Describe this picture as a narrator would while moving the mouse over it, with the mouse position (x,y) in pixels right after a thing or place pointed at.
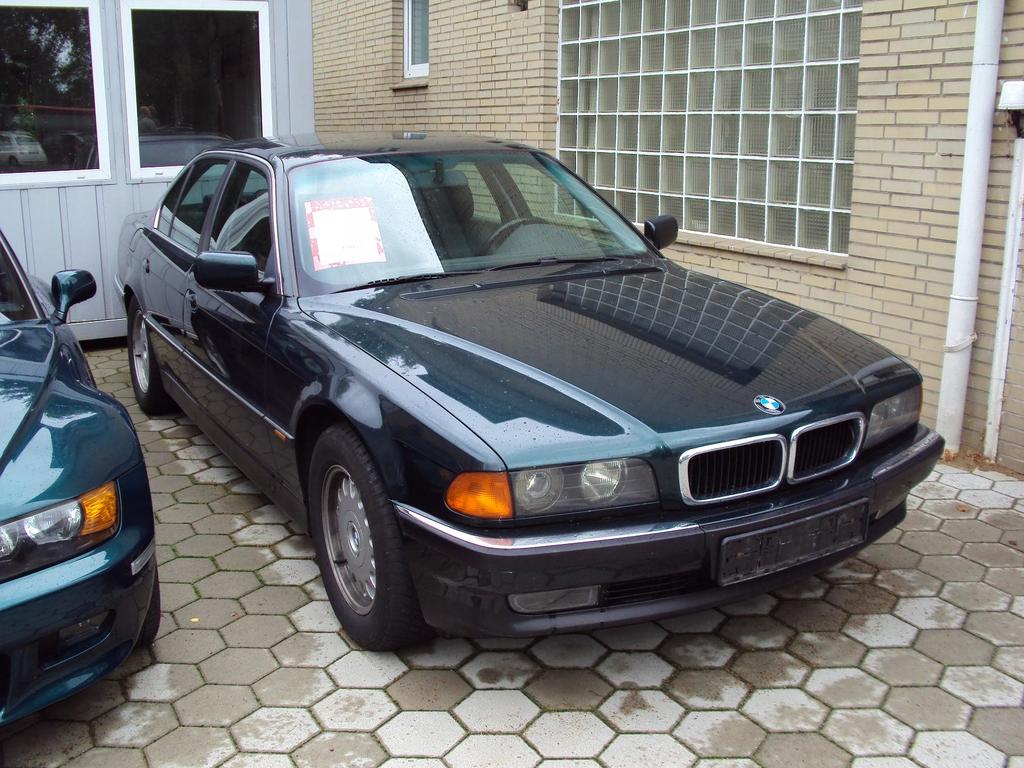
We can observe two cars (329,419) parked on the floor (301,591). In the background (680,129) we can observe a house (474,100), windows (649,91) and a pipe (969,280).
